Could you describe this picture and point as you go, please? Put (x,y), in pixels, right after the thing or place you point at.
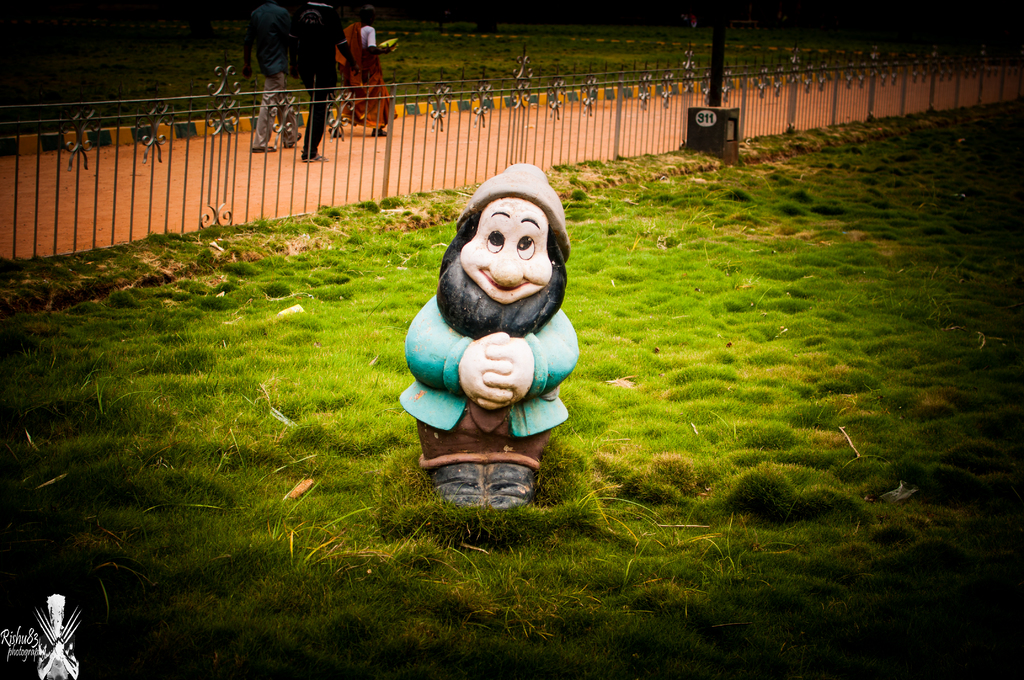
In this picture we can see a toy (504,431) on the ground (659,494), beside this ground (645,410) we can see a fence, pole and some people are walking on the road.
